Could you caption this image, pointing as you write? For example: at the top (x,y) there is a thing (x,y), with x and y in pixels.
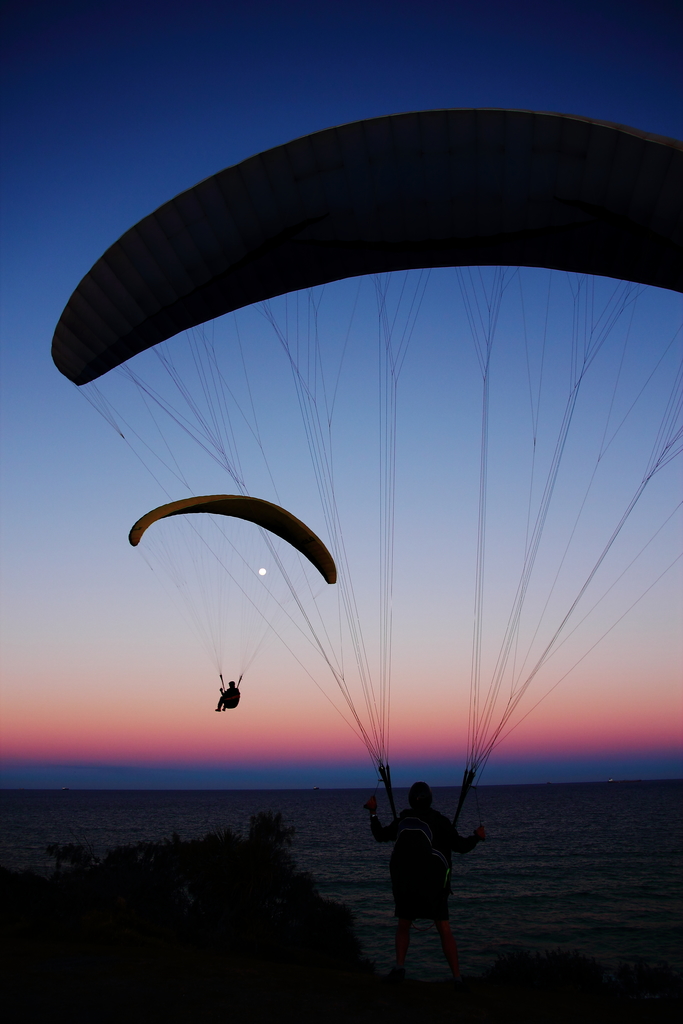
In this picture we can see two people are paragliding, here we can see trees (236,869) and water (557,913) and we can see sky (457,440), moon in the background (478,480).
